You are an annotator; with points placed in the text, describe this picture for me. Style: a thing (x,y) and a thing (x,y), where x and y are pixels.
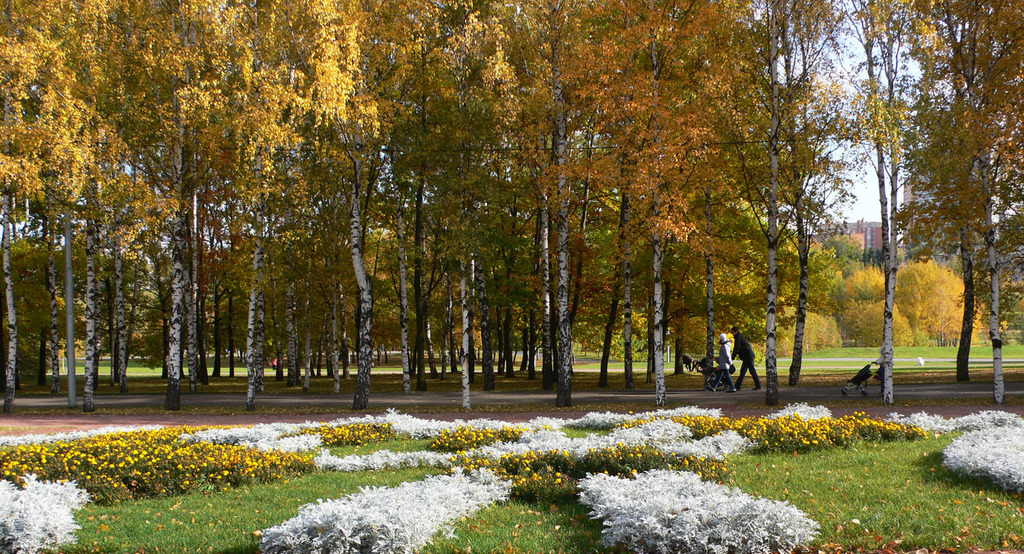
In the picture we can see a garden (402,495) with a grass surface (299,492) on it, we can see small plants (665,499) which are white in color and some plants (93,480) with yellow colored flowers (913,430) and behind it, we can see a path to it, we can see a two people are walking holding a cart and behind them also we can see one person (881,382) is walking with a cart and besides them we can see trees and in the background (944,305) also we can see trees (942,319), building (868,239) and a part of the sky (869,207).
